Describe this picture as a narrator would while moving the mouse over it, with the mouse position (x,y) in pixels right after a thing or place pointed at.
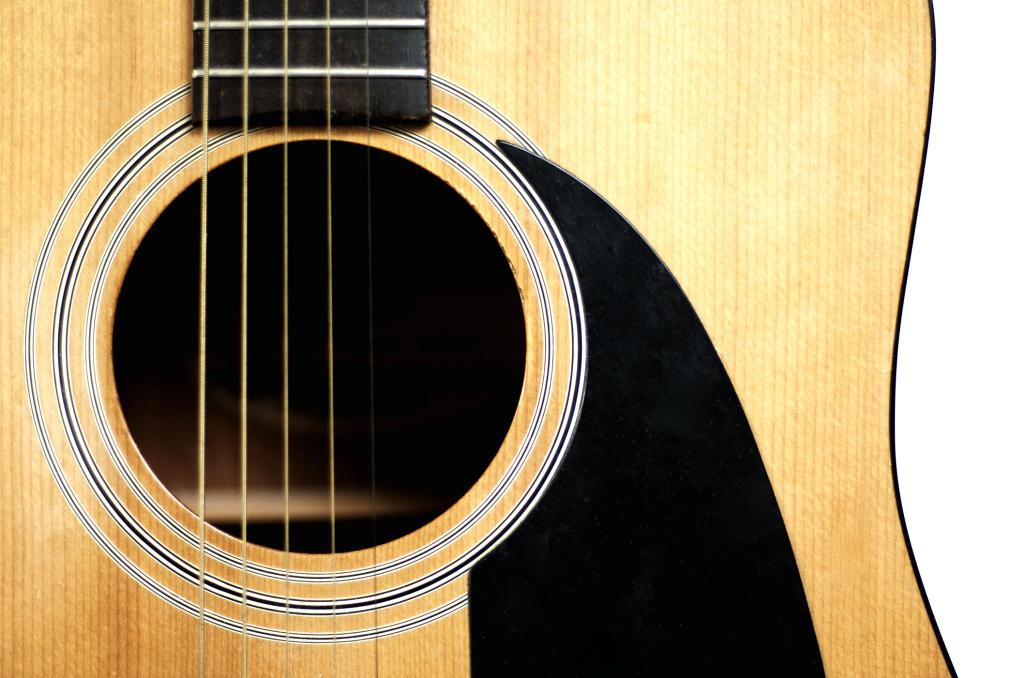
This is a picture of a guitar (191,309) with strings (246,439).
